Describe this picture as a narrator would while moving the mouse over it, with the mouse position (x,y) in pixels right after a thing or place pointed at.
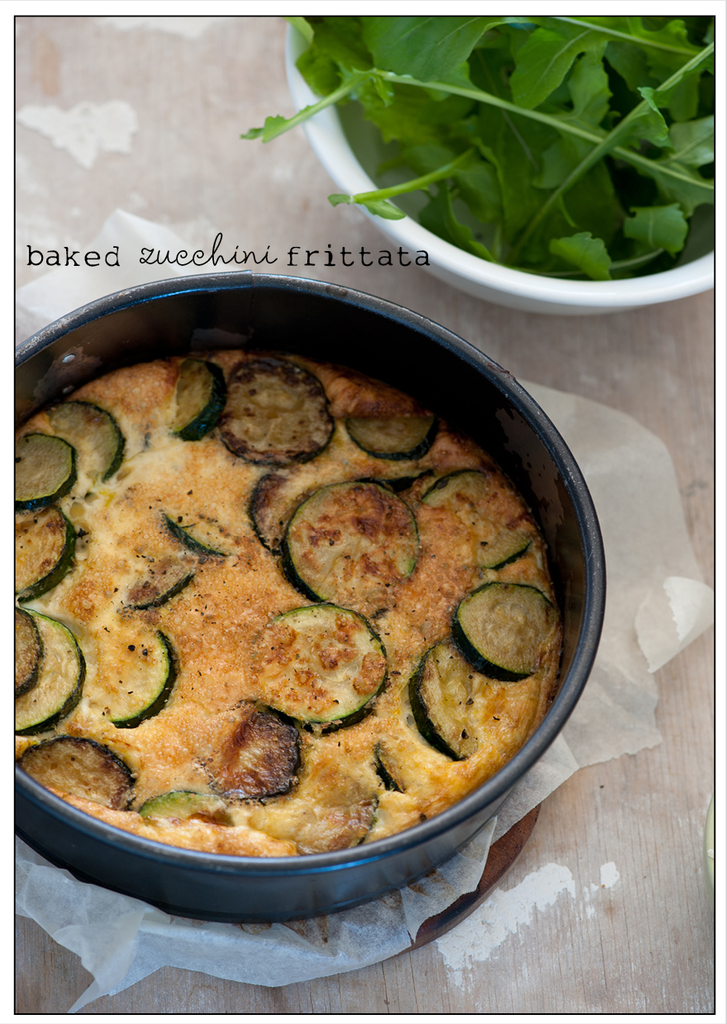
In this image I can see the food (313,638) with bowls (490,407). These bowls (397,840) are in black and white color and the food (195,586) is in brown and green color. These are on the wooden surface (589,868).
